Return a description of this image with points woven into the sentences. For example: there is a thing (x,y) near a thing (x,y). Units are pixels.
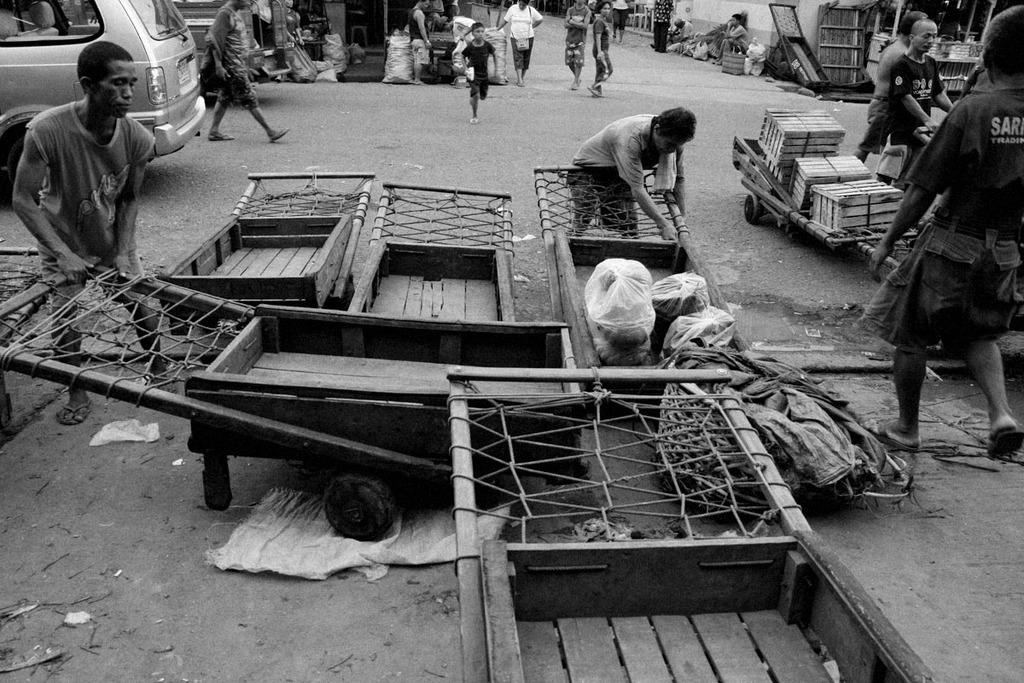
This is a black and white pic. We can see cart wheels (167,397) on the road (12,502) and few persons (991,342) are holding cart wheels (278,430) with their hands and there are objects (627,342) on a cart wheel (815,224). In the background (27,107) there is a vehicle (149,122) on the road (700,121), few persons (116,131), objects (312,21), bags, wooden objects (781,52), wall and other items (958,50).
